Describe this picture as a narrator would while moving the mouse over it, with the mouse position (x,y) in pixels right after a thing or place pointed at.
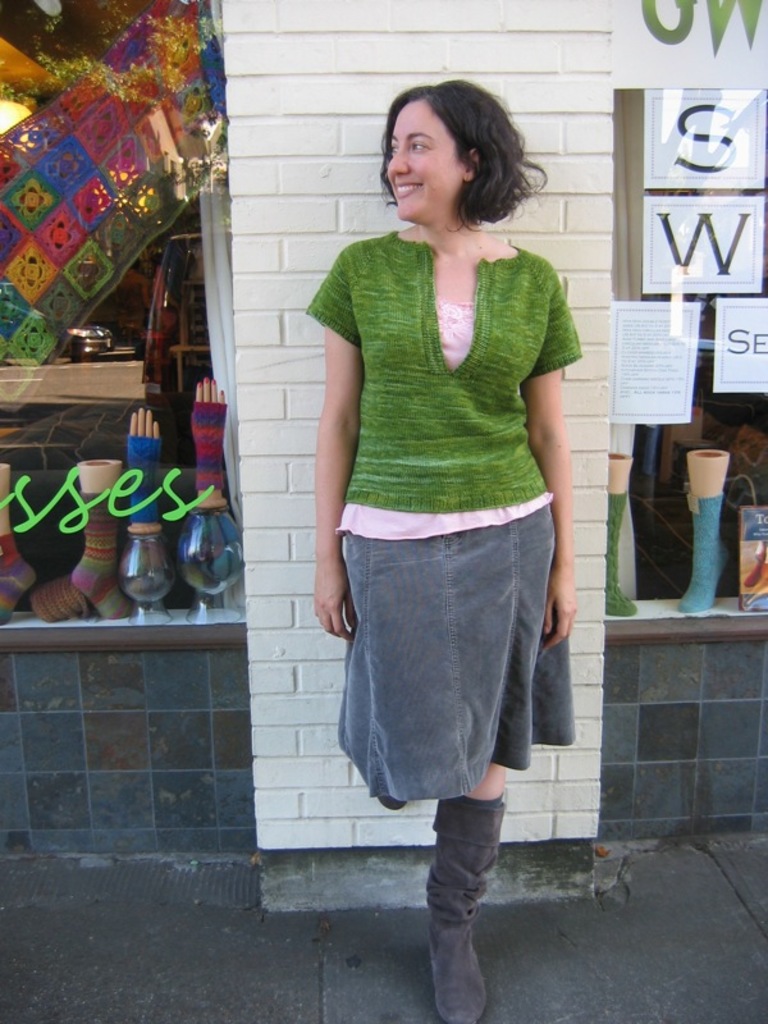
In this image there is a glass (17,399) in which we can see objects (121,589) on the left corner (149,361). There is a glass (652,575) in which we can see text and objects (694,556) on the right corner (694,556). There is a road (428,956) at the bottom (163,935). There is a person (378,471) standing in the foreground (417,433). And there is a wall (424,42) in the background (305,627).
